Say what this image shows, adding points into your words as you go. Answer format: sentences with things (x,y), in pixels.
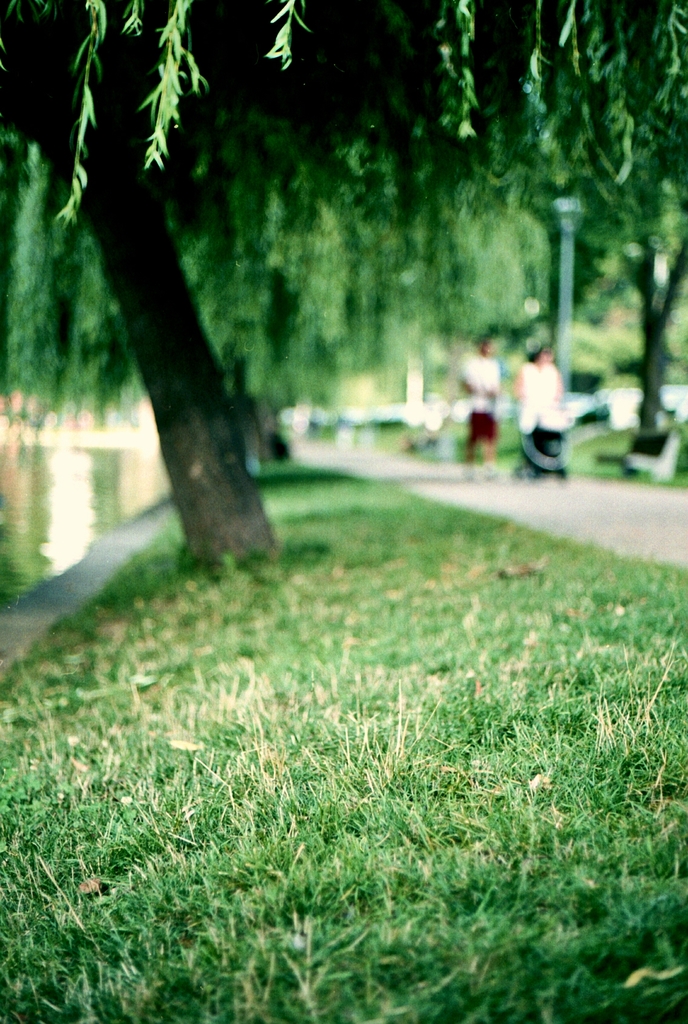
In the picture there is a grass (327,487) and behind the grass (310,587) there is a huge tree (132,274) and the background of the tree (157,398) is blur.
